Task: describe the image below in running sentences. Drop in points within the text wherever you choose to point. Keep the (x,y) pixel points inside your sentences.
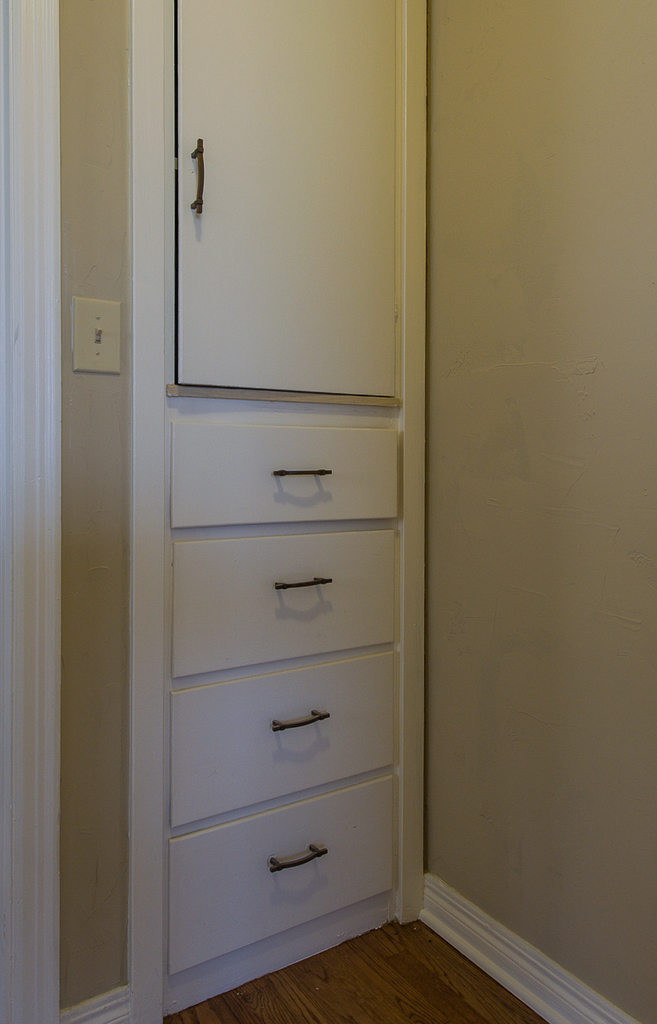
In this image I can see the cupboard (319,507). To the side I can see the wall (105,641).
